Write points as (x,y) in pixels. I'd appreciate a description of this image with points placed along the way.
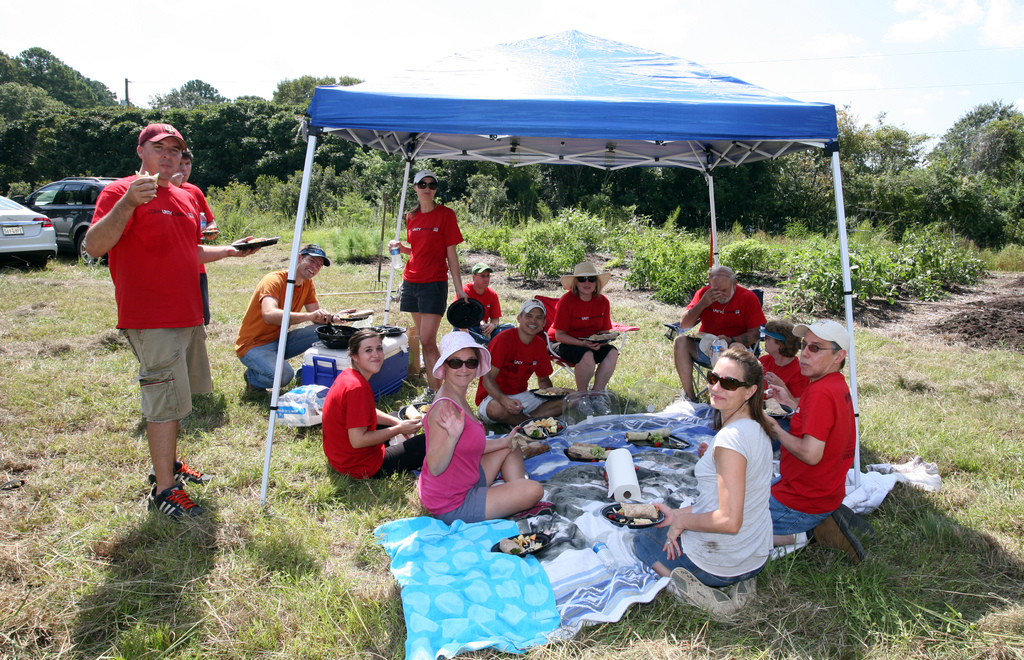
In the center of the image (393,297) there is a tent (637,117). There are people (477,339) sitting under the tent (368,116). There are food items (536,538) in plates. To the left side of the image (156,144) there is a person (204,254) standing. There are cars (46,190). At the bottom of the image (278,617) there is grass (702,633). In the background of the image (825,171) there are trees (196,104), sky (288,49).
